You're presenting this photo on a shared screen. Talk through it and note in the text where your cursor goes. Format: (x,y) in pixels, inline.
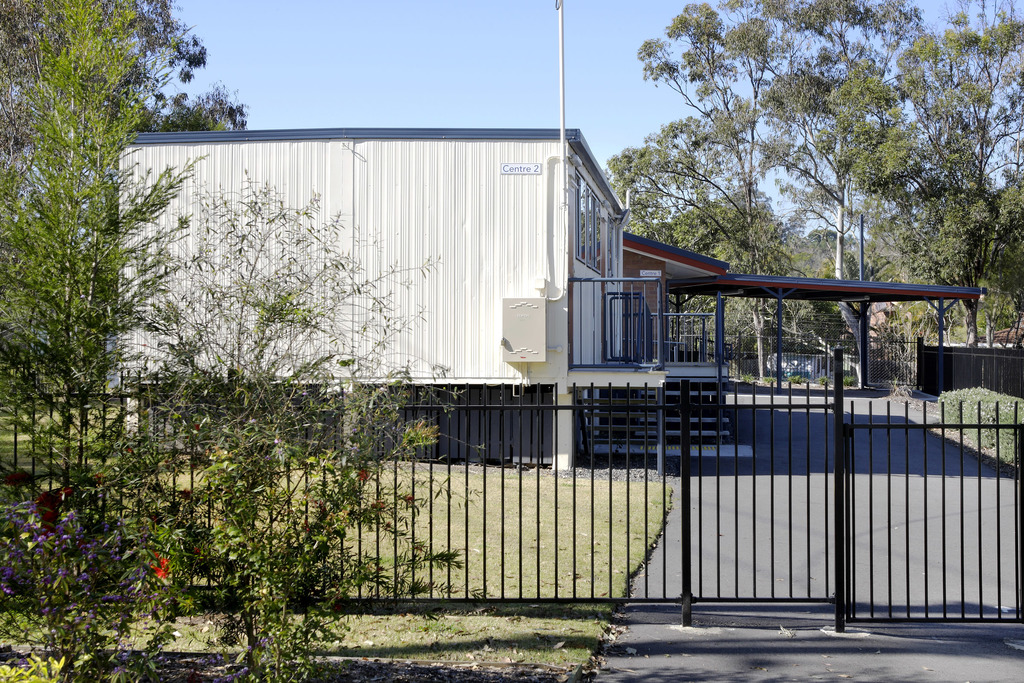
In this image I can see a white color house (417,294), poles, trees (859,140) and the grass (536,515). In the background (440,19) I can see the sky (453,51).
